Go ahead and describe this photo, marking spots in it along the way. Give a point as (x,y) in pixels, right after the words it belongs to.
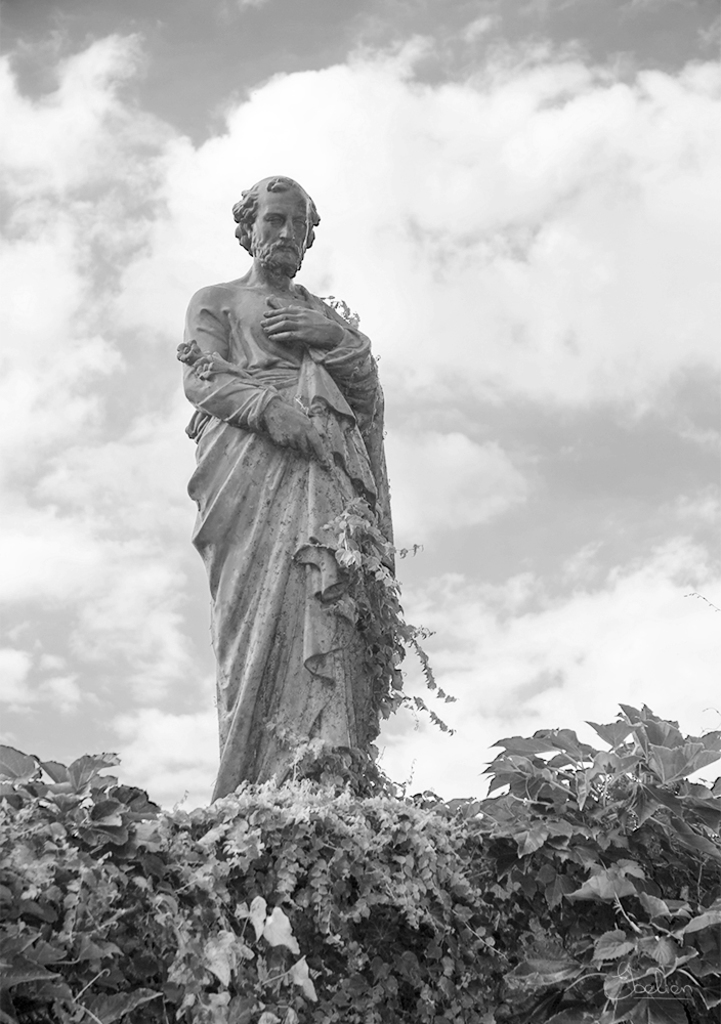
In this picture we can see a statue (385,485), few plants (515,934) and clouds (545,448), and it is a black and white photography.
